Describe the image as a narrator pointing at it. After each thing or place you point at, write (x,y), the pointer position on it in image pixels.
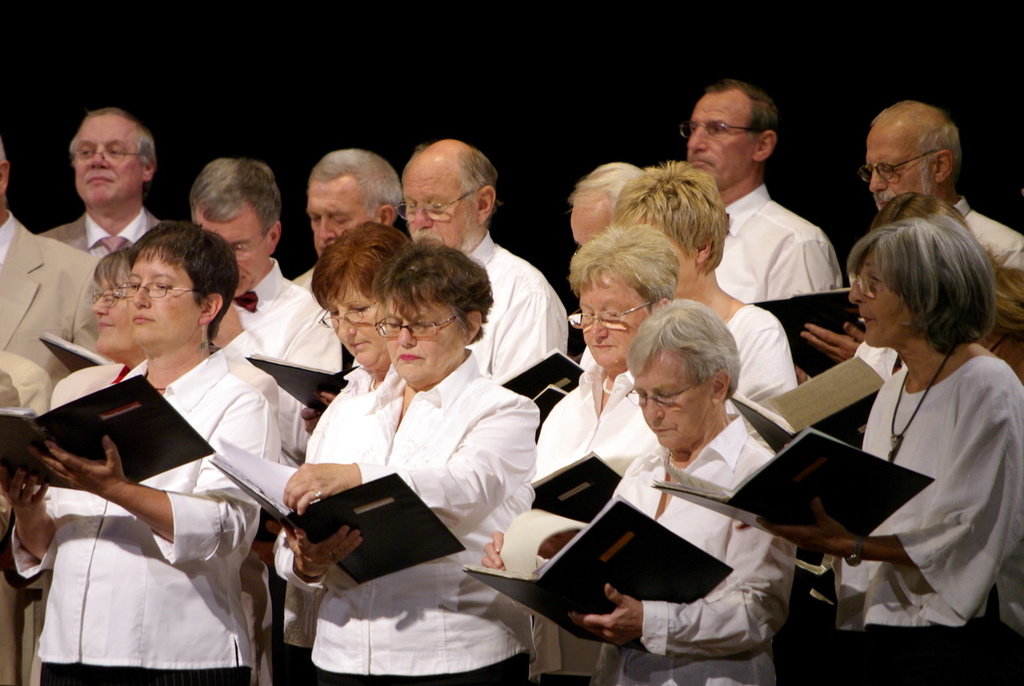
In the image we can see there are people (417,578) standing and they are holding books (557,496) in their hand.
